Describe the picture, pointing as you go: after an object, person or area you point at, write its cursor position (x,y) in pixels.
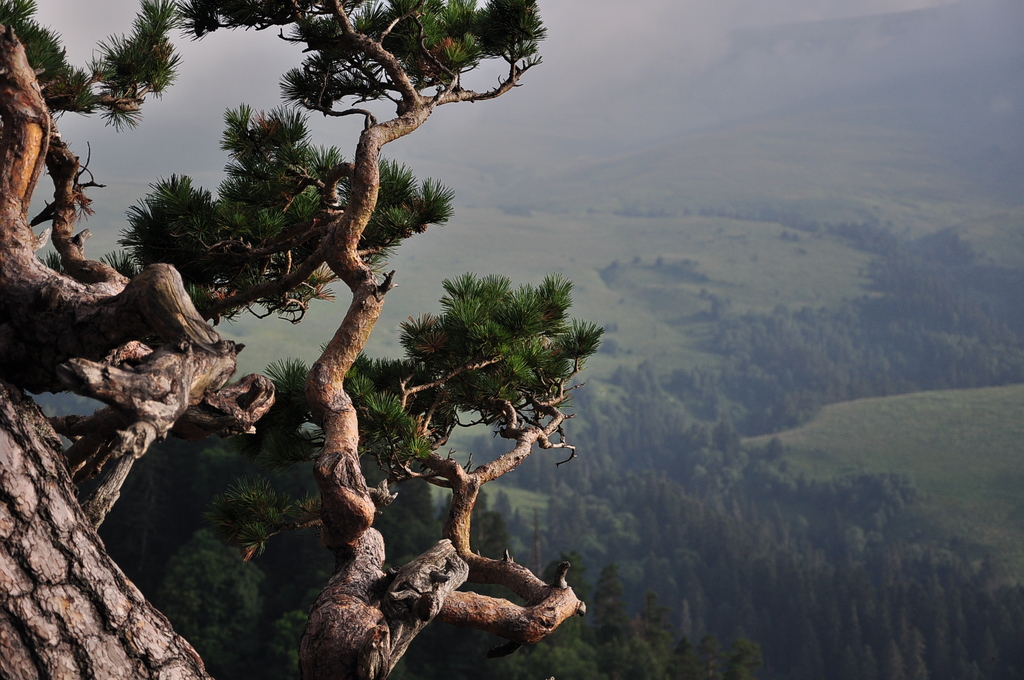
In this picture we can see a tree (202,308) here, in the background (549,260) there is some grass (748,188) and trees (756,397).
